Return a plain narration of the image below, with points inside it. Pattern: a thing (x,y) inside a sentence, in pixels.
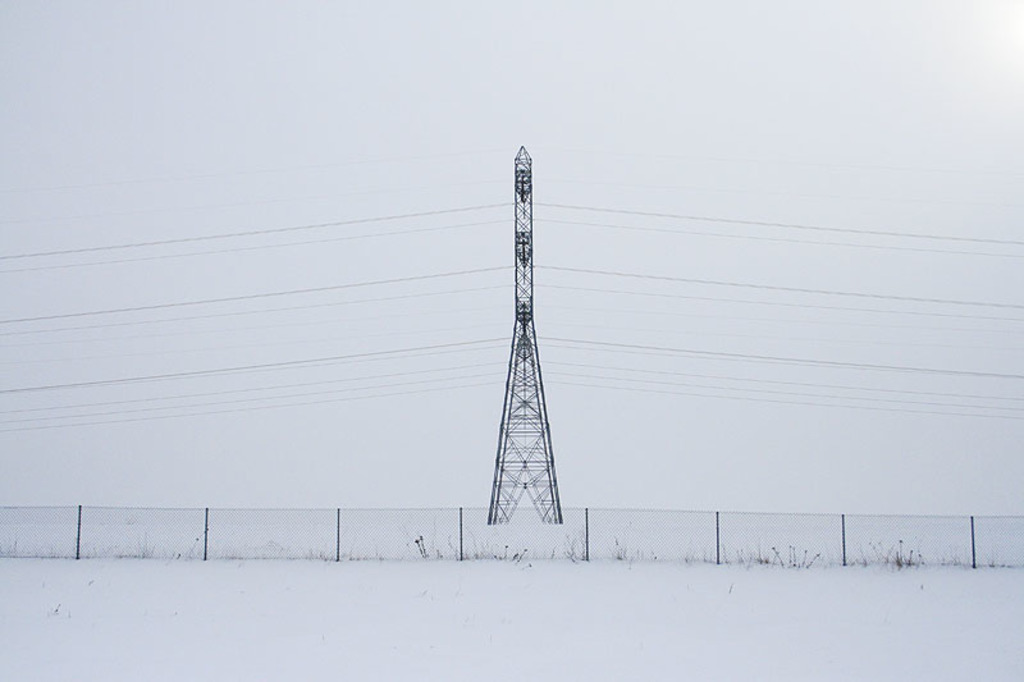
This picture is clicked outside the city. In the foreground (234,617) we can see there is a lot of snow (796,620). In the center (530,245) we can see the metal rods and a mesh (813,549) and there is pole (532,396) and cables (587,208). In the background (295,127) there is a sky (369,119).
